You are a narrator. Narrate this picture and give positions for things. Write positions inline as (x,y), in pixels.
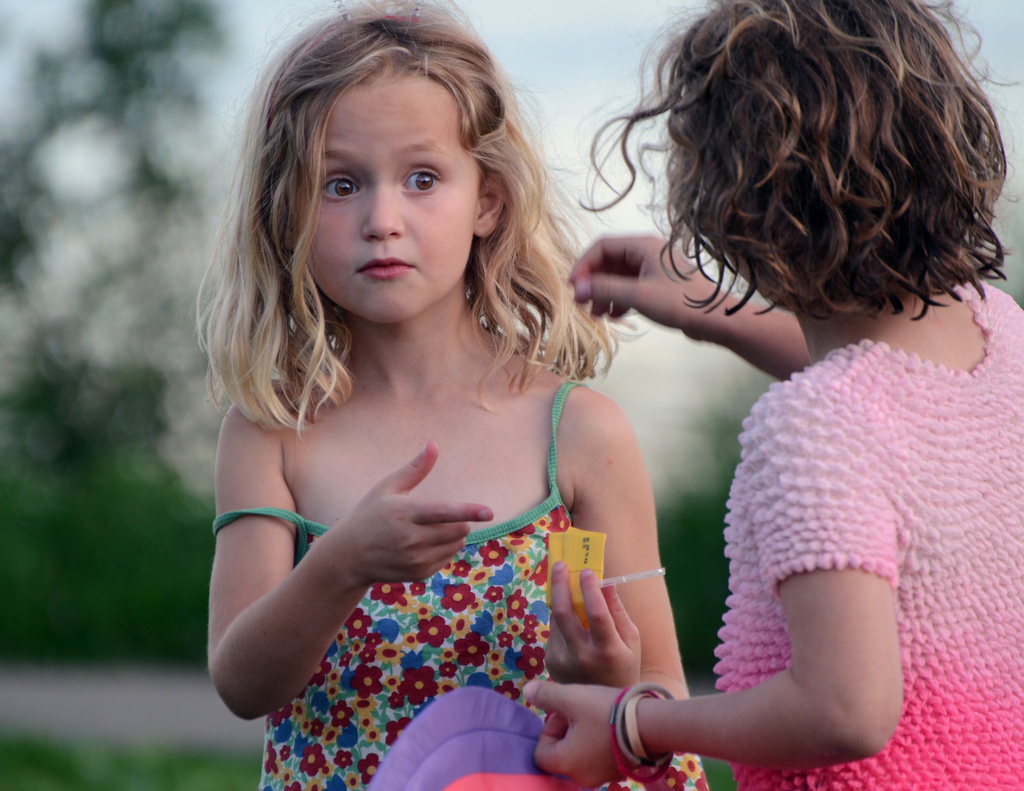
In this image we can see a girl (554,216) holding an object (594,551). We can also see another girl (784,431) standing. The background (18,576) is blurred.
